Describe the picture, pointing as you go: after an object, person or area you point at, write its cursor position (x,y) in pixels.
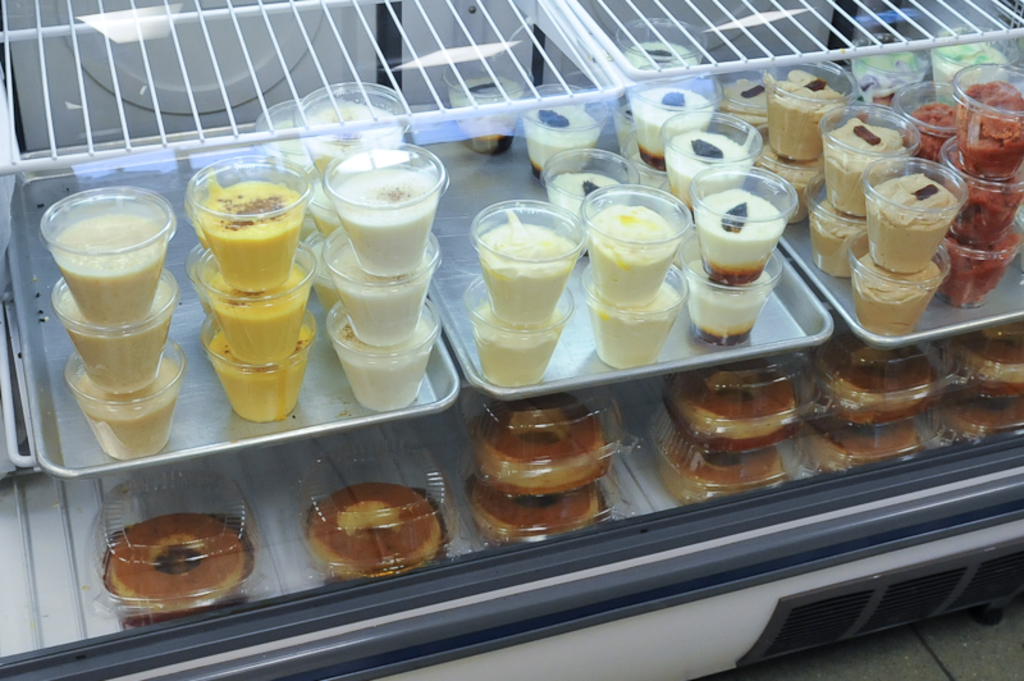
In this picture we can see few cups (265,366) and food items (713,396) in the refrigerator (377,296).
